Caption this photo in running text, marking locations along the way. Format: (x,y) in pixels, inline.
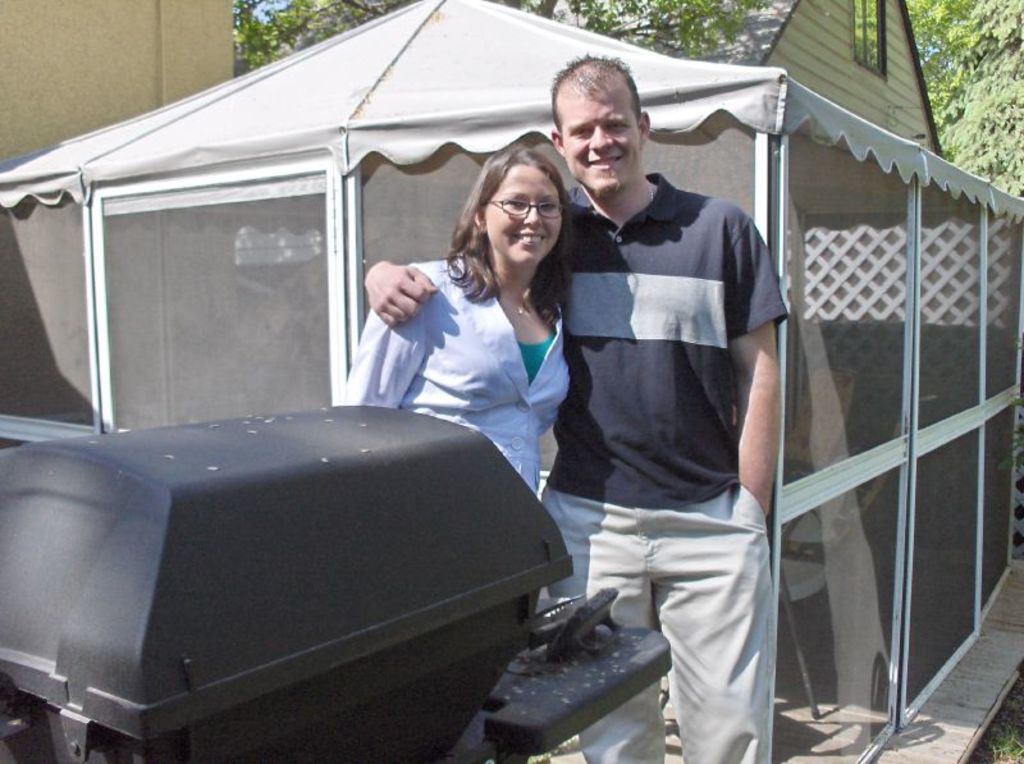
In this image there is a couple (638,359) in the middle (638,359). There is a man (638,359) on the right side (701,447) who kept his hand (390,287) on the woman's shoulder (439,283). In the background (284,155) there is a tent (345,152). On the left side (249,621) there is a grill (269,613). Behind the tent (496,48) there is a building (866,57) and trees (976,57).
